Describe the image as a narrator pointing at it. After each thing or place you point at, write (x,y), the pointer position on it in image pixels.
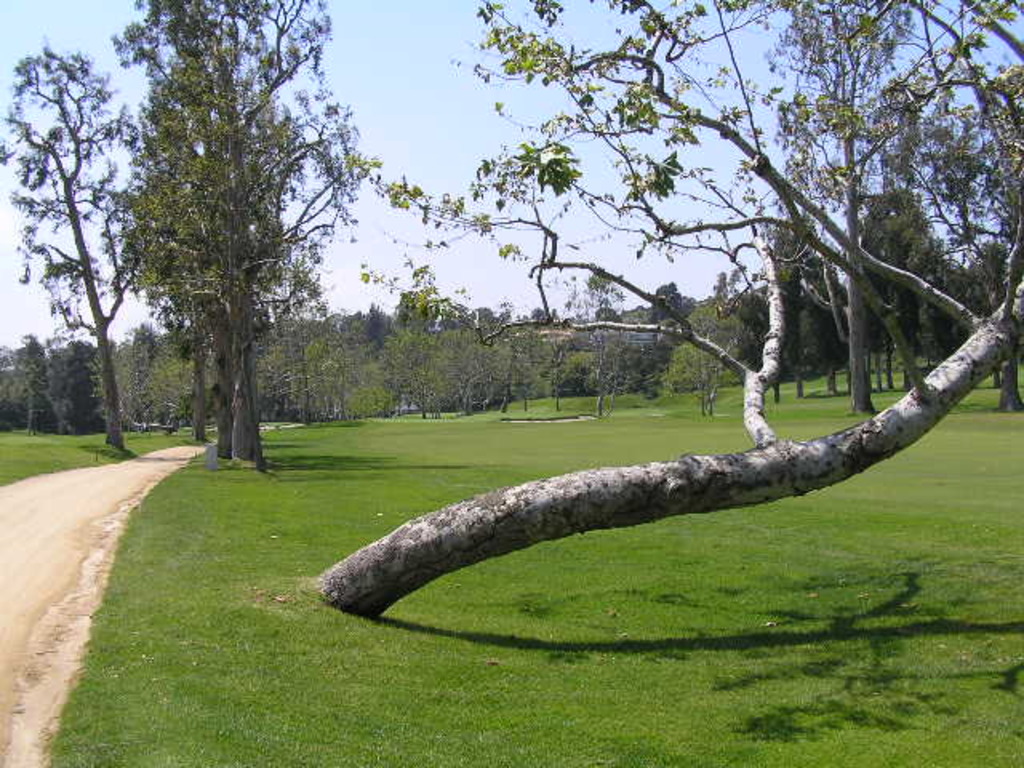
In this image we can see the road (98,568). And we can see the trees (264,380) and tree trunks (590,528). And we can see the clouds (371,200) in the sky (371,200).
